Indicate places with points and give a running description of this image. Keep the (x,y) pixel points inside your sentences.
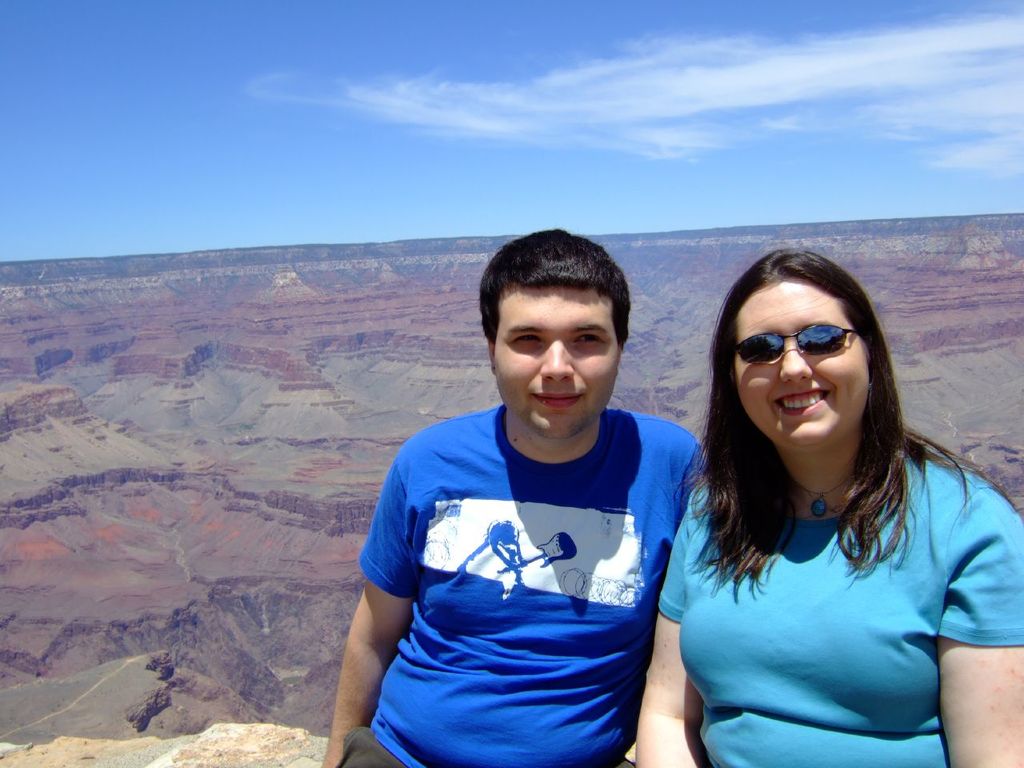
In this image there is a man (583,553) and a woman (802,525) sitting on a rock (198,749). They are smiling. The woman (826,392) is wearing a sunglasses (776,335). Behind them there are rocky mountains (261,316). At the top (438,123) there is the sky (390,131).
